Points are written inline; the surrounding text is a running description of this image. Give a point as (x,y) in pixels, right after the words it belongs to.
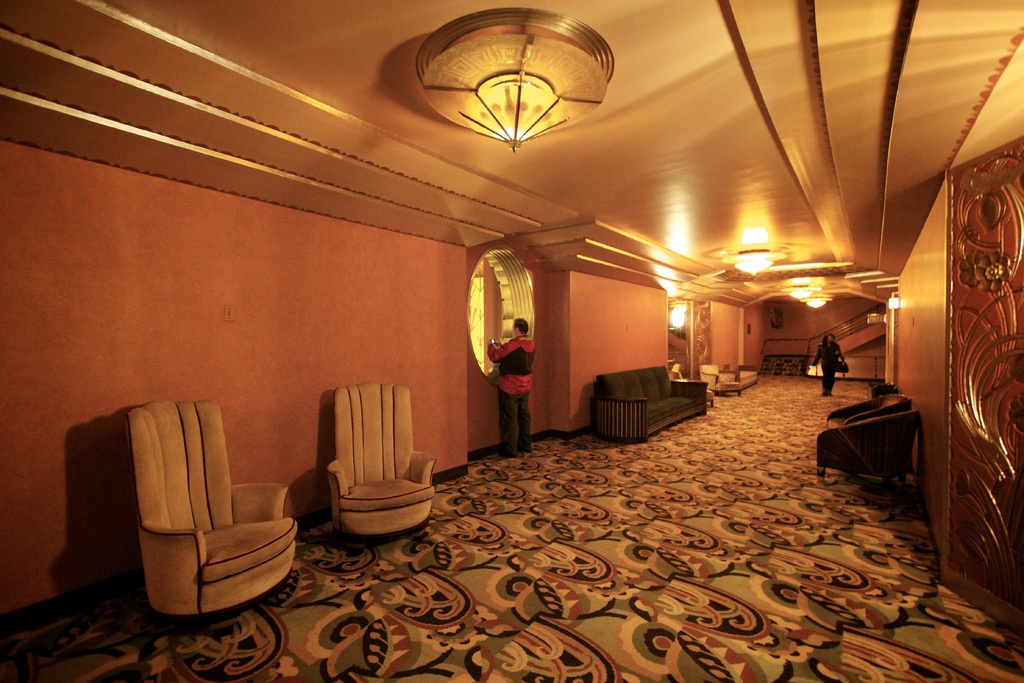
This Image is clicked inside. There is a sofa (657,401) and chairs (385,517) in this image. There are stairs (843,337) in this image. There are lights (558,42) on the top (543,121). There are two persons (518,400) who are standing.
